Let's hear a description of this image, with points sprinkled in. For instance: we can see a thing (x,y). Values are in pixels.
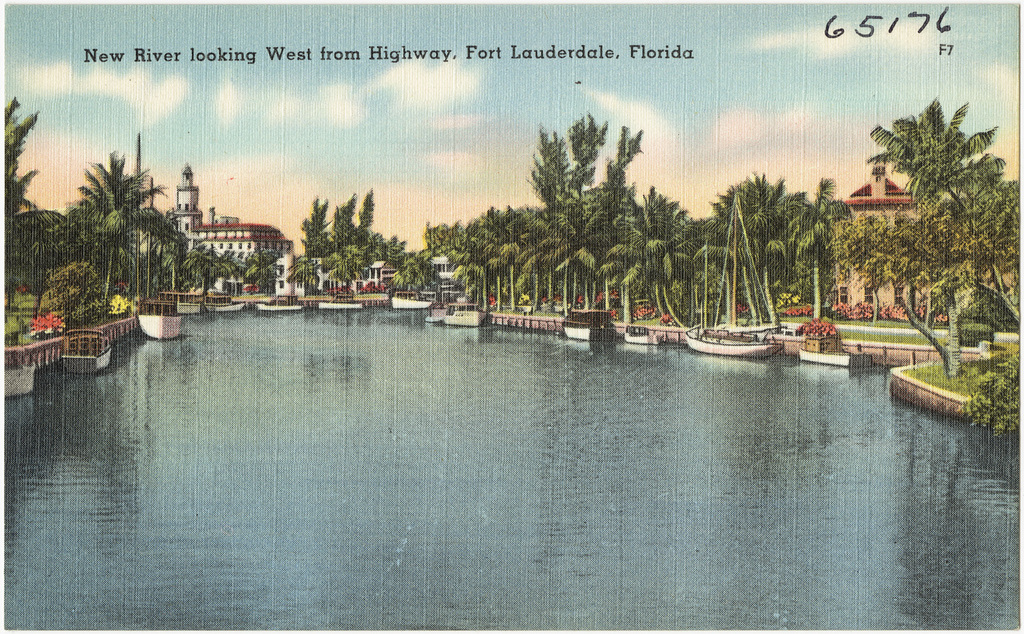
In this image I can see a lake (875,369). I can see few boats (30,387) on the lake (860,395). I can see few trees (953,210). I can see few buildings (906,216). I can see clouds (726,165) in the sky (673,159). At the top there is some text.
